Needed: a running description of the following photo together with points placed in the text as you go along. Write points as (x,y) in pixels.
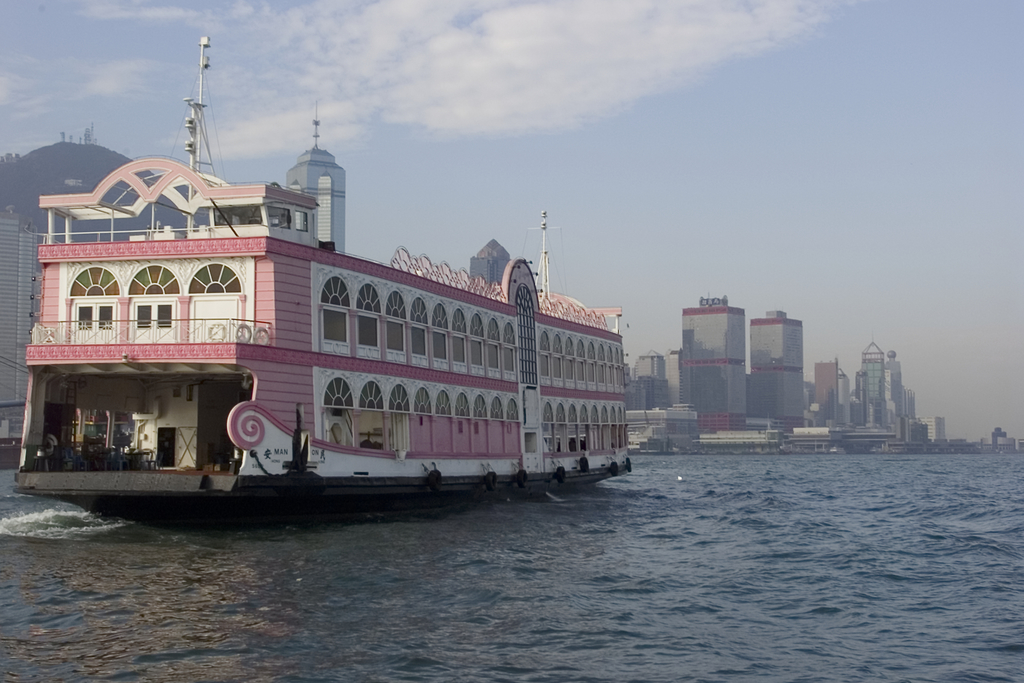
In the center of the image (542,327) we can see a boat (483,337), buildings (780,367), tower (865,380) are there. At the top of the image (599,54) clouds (611,41) are present in the sky (633,106). At the bottom of the image (651,574) water (745,552) is there.
